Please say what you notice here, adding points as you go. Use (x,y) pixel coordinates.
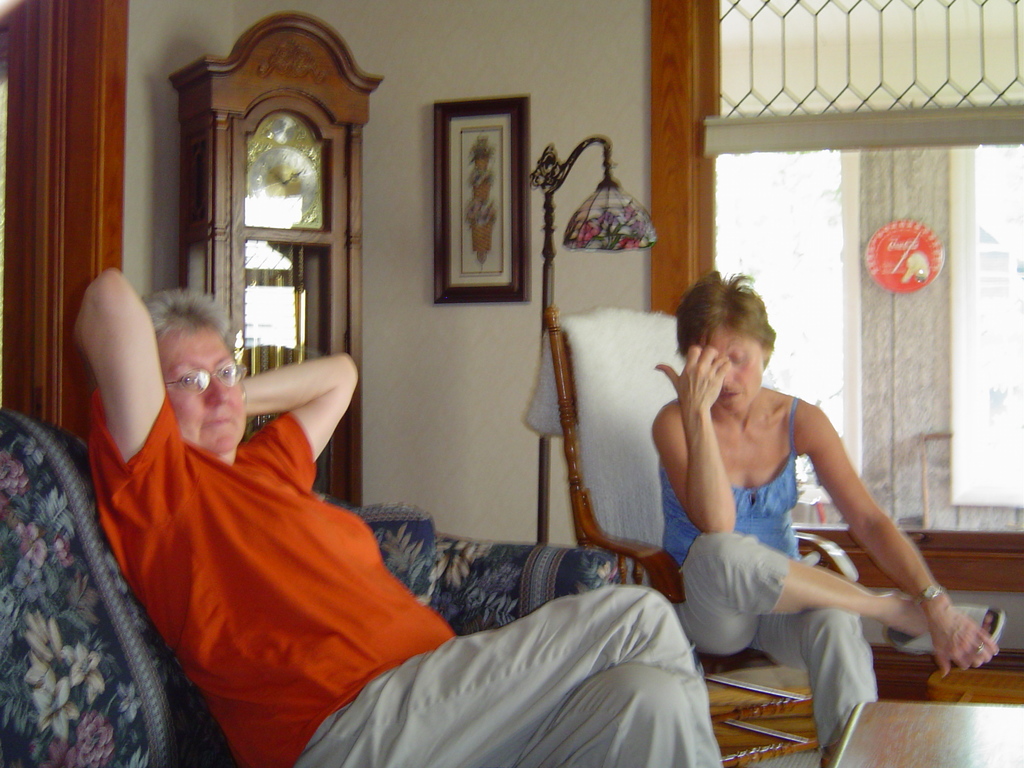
In this image I can see a person (330,589) wearing orange shirt (291,562) and grey pant (540,688) and another person (734,522) wearing blue dress (758,513) and grey pant (724,577) are sitting on a couch (477,599) and a chair (653,555). In the background (508,34) I can see the wall (529,35), a photo frame (500,125) attached to the wall (518,25), a lamp (550,185), the window (796,228) and a vintage clock (338,280).
